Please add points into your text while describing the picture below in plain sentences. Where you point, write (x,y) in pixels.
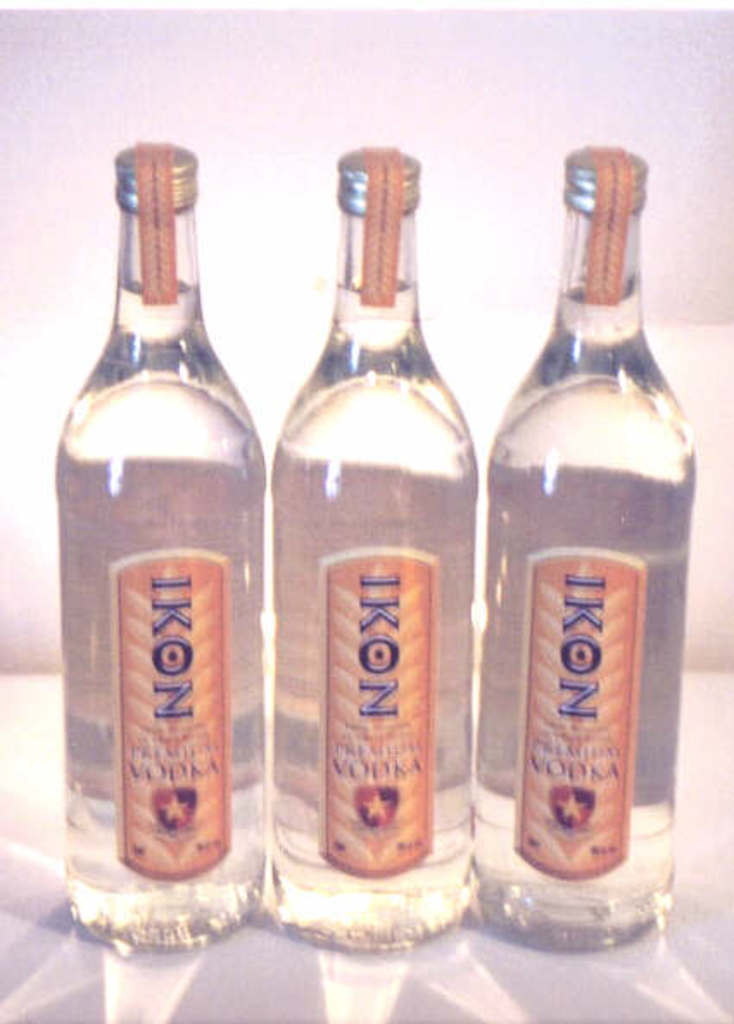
In the image we can see there are three bottles of vodka (419,772) on which it's written "IKON".
